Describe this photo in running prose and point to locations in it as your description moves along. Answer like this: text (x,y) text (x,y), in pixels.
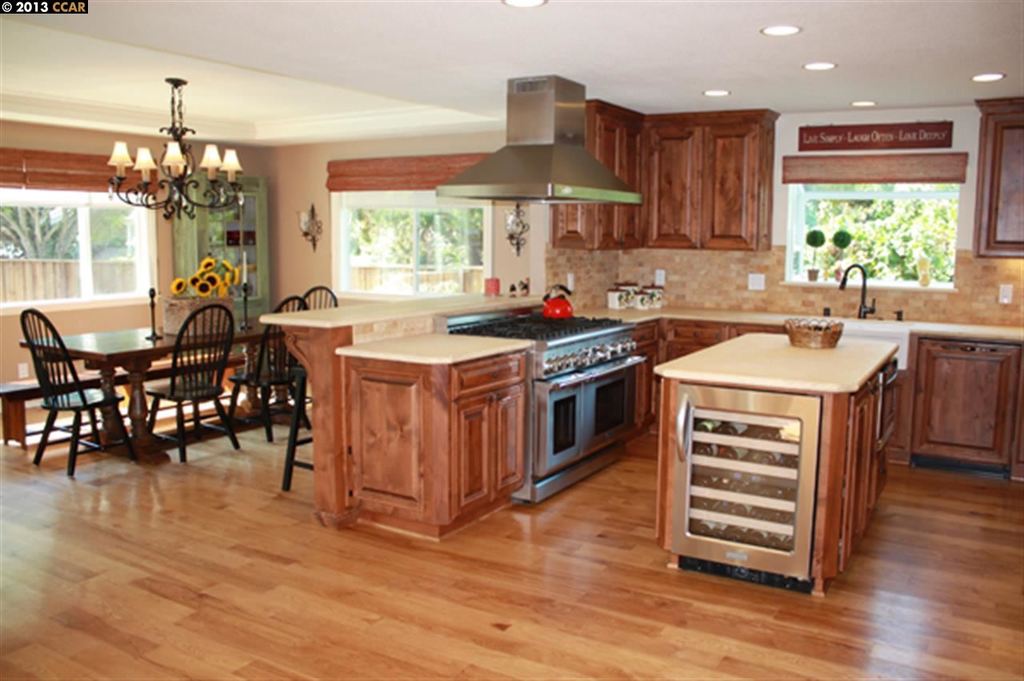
This is a room (350,293). In this room (478,576) there are tables (332,386) and chairs (195,399). Also there is a stove (610,390). In the back (634,290) there are boxes (626,300) on the table (704,311). On the right side (804,339) there is a basket (819,344) on the table (748,342). On the dining table (133,339) there is a vase (179,313) with flowers (199,286). On the ceiling (212,64) there is a chandelier (216,163). There are windows (419,247) and cupboards (642,211). On the wall (277,241) there are lights (521,237). Also there is a tap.
